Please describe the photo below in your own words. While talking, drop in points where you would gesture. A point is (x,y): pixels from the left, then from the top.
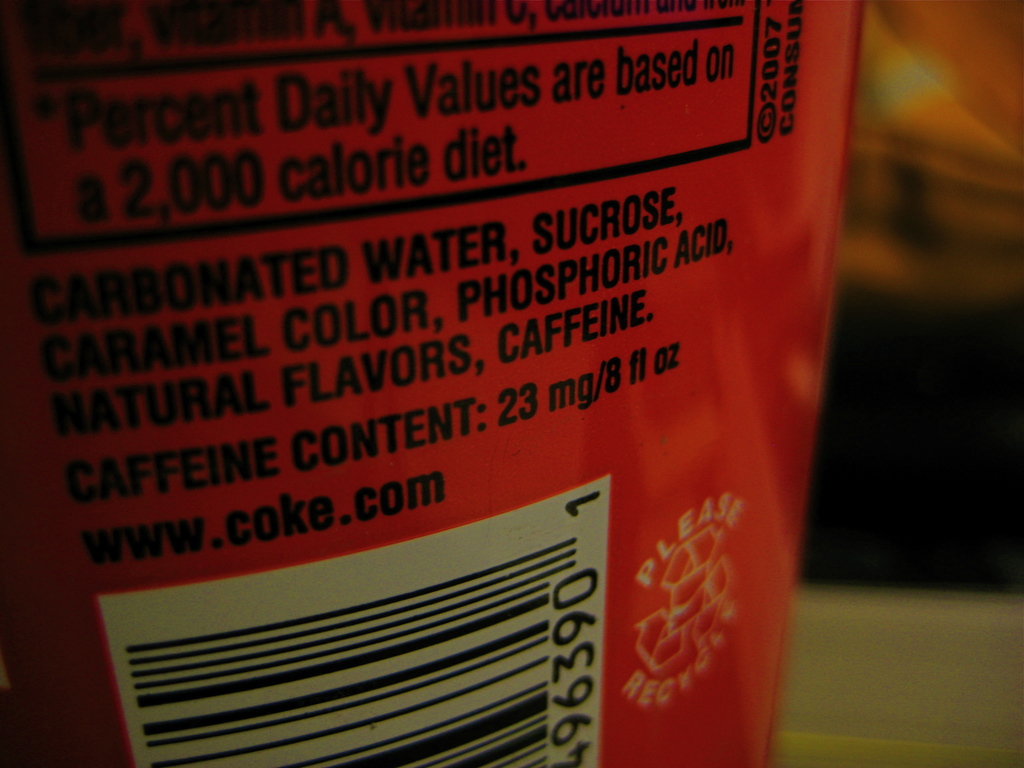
In the center of the image (489,380) we can see a tin (765,425).
